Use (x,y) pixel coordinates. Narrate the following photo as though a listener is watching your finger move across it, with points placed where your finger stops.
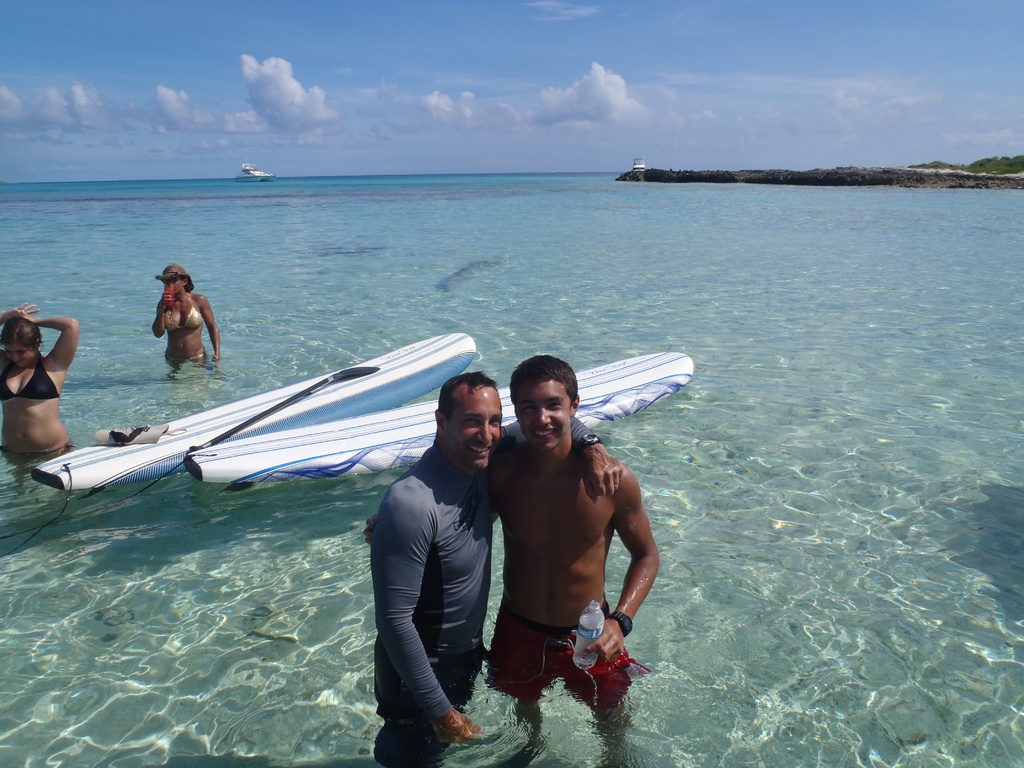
At the bottom of this image (602,517), there are two persons (476,563), smiling and partially in the water (556,735). One of them is holding a bottle (588,656). Behind them, there are two white color paddleboards (510,413) on the water (268,512) and there are two women (202,352) in bikini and they are partially in the water (149,383). In the background (349,226), there are two boats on the water (35,237), there are trees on the ground (1005,174) and there are clouds (611,100) in the blue sky (331,91).
